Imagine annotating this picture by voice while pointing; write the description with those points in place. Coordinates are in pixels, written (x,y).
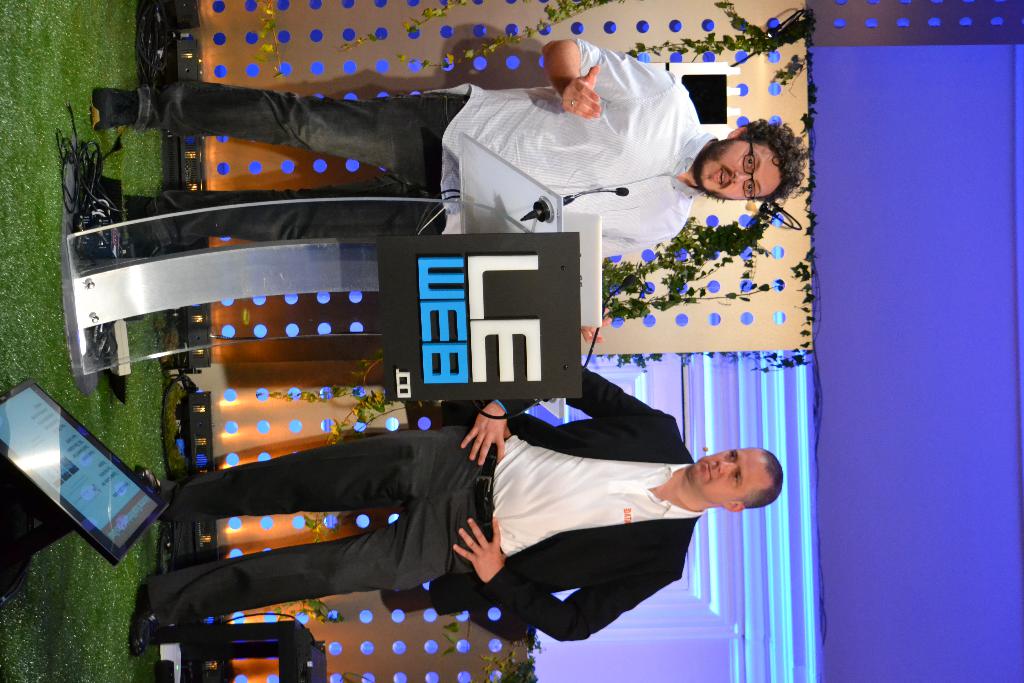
In this image I can see at the top (614,212) a man (633,216) is standing near the podium (560,266) and speaking, at the bottom (274,577) there is another man (370,586). On the left side (38,403) there is an electronic display (86,500).
